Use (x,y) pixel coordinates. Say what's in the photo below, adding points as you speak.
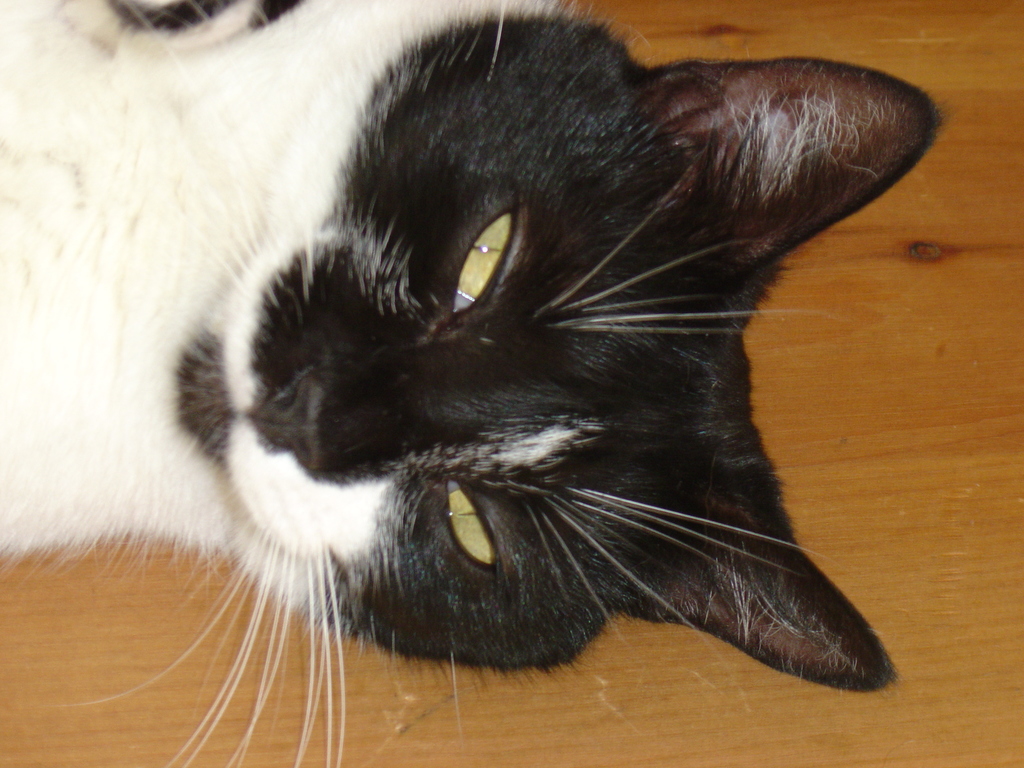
In this image on the floor (856,218) there is a cat (455,367). The cat (418,395) is black and white in color.
